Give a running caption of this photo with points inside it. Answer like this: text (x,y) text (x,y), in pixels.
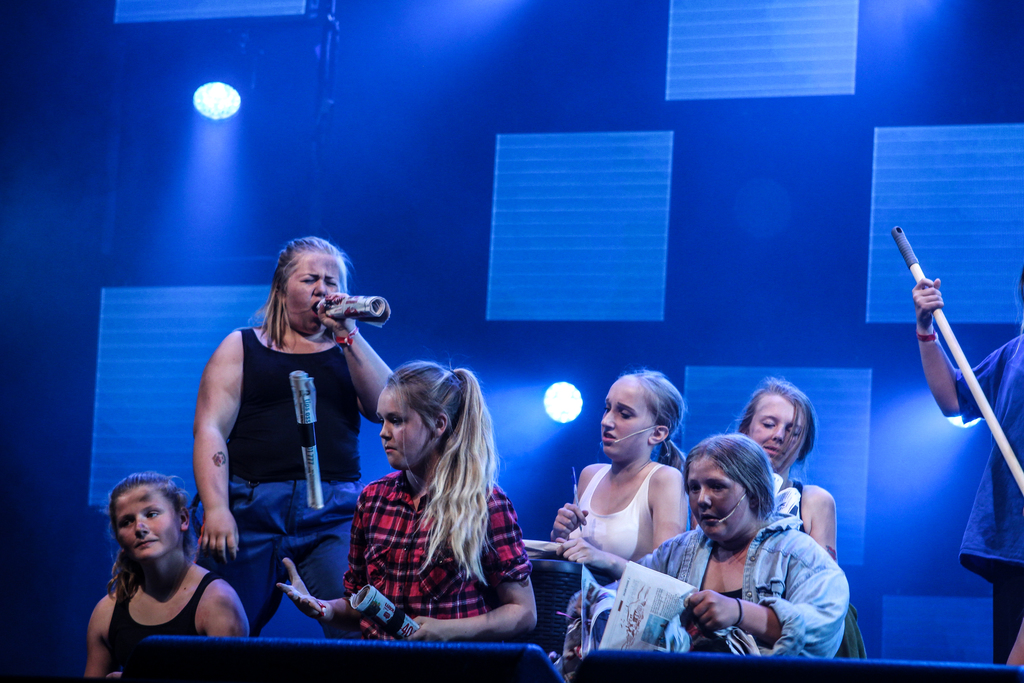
In this picture we can see a group of people (272,482) and some objects (311,481) and in the background (561,313) we can see lights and a wall (490,357).
